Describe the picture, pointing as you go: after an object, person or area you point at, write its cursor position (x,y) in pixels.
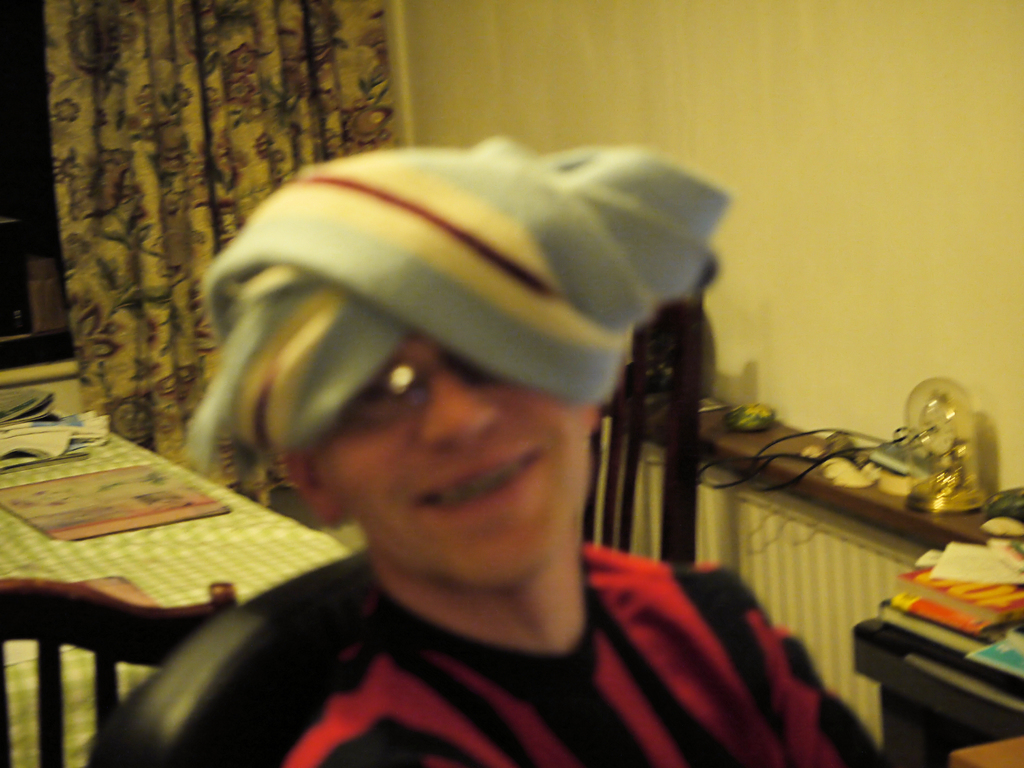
In this picture there is a person (369,461) sitting on the chair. At the back (90,601) there is a table (178,572) and there are chairs (679,534) and there are books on the table (155,576) and there is a curtain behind the window (19,334). On the right side of the image (795,434) there are objects (1011,533) on the table (960,724).
